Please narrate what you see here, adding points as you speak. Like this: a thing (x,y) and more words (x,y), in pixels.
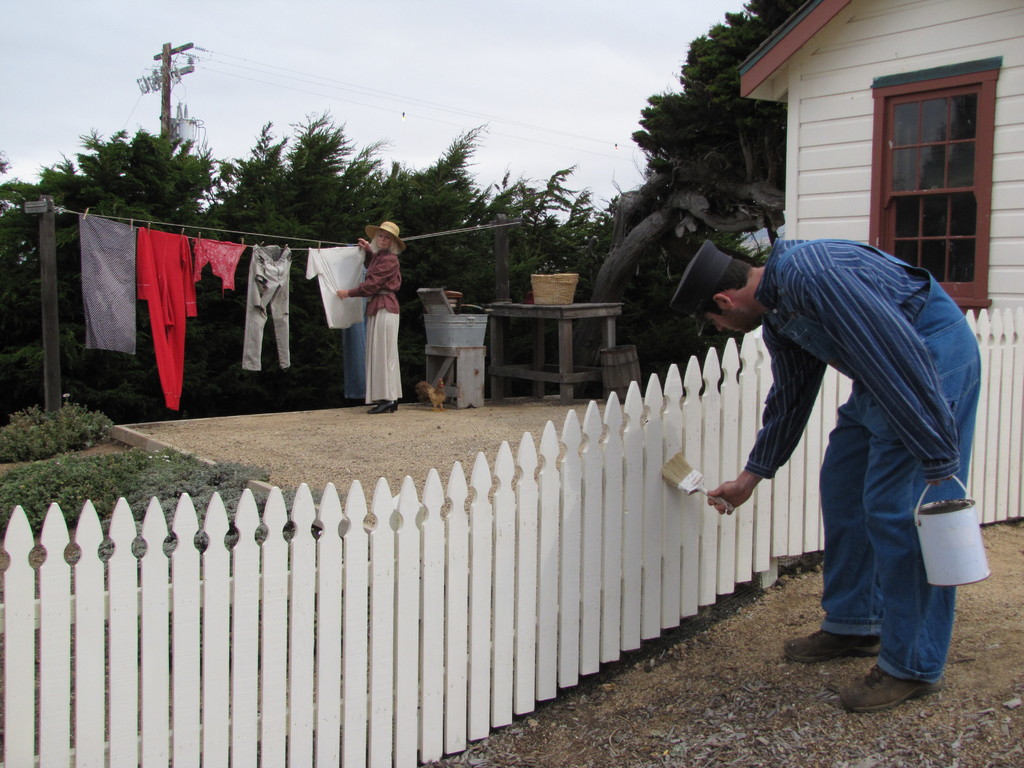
In this image on the right (876,290) a man (893,296) wearing blue shirt (873,296) is painting the fence (565,564). He is holding a painting brush (680,480) and a bucket (918,504). Here there is a lady (374,307) holding a cloth (342,274). Here there are clothes (179,246) on the string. This is a table (522,306). In the background (338,214) there are trees (338,214), building (828,112), electric pole (140,81). The sky (467,87) is cloudy.
